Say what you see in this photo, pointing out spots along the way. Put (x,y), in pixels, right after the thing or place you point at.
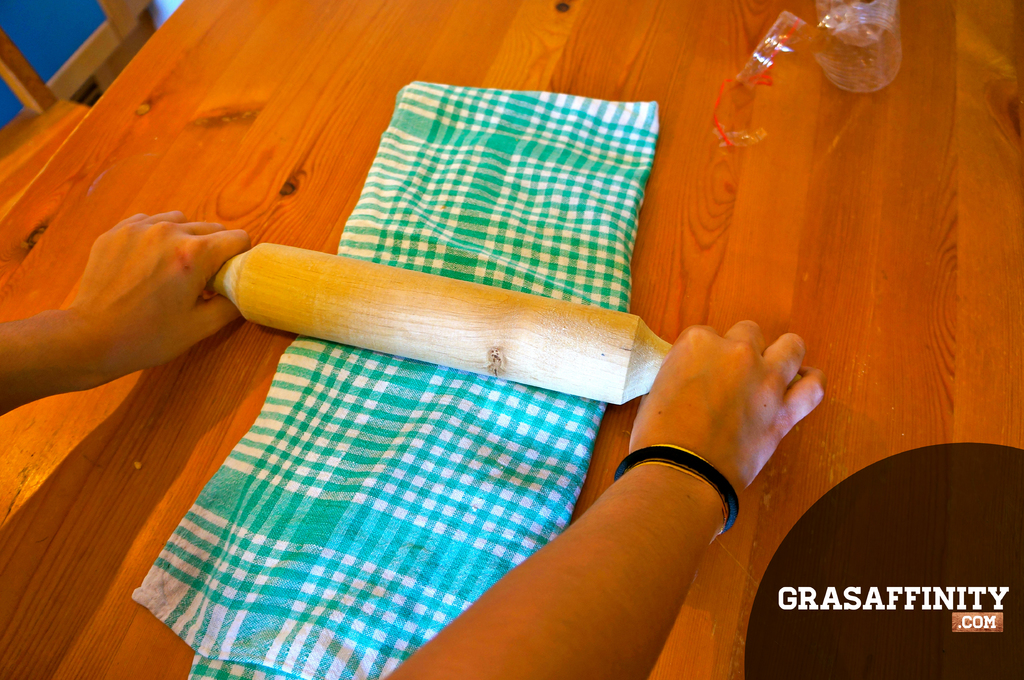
In the center of the image (664,433) there is person's hand (195,319) holding roti roller (403,350). There is a cloth (306,466) on the table (957,241).
